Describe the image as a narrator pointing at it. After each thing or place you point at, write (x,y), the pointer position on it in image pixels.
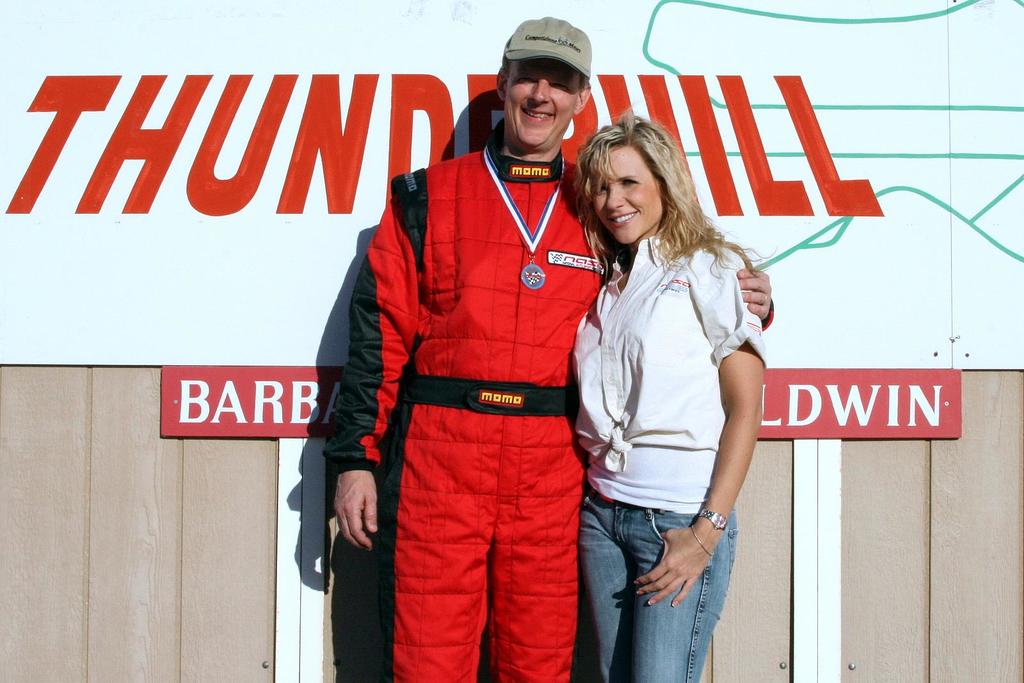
In this image in the center (559,426) there is one man (506,292) and one women (682,362) who are standing and smiling and in the background (66,376) there is a wooden wall (294,553). On the wall (347,617) there are some boards (973,146), on the boards (908,203) there is some text (855,383).
